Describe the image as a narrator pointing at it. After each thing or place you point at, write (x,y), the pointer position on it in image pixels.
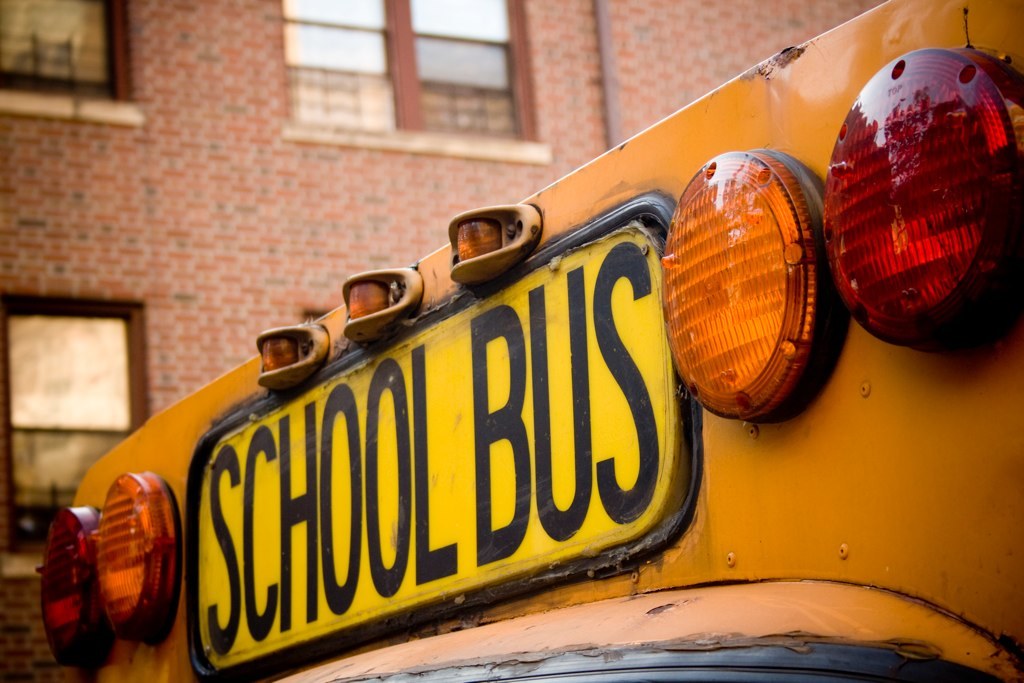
In this image we can see one big building (193,92) with glass windows (87,405), one school bus (958,86) in front of the building (73,398), some text (642,439) and some lights (689,364) on the bus (759,666).
